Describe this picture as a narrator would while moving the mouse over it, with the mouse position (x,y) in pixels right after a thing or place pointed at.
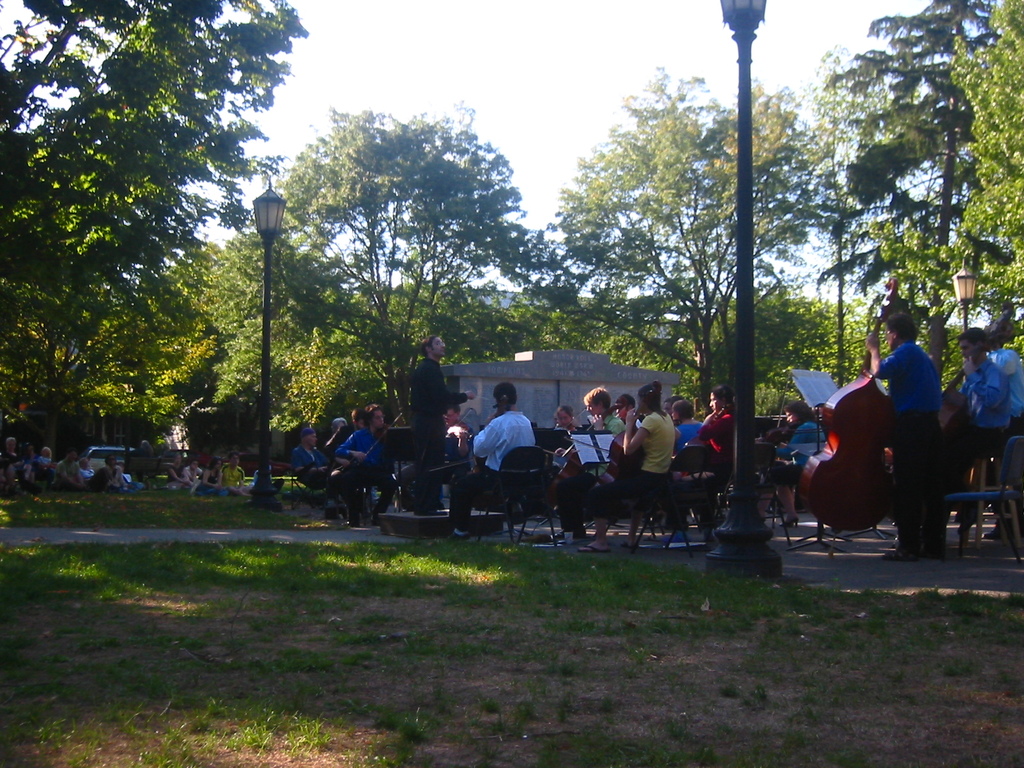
In this image I see number of people (724,408) in which most of them are sitting on chairs (697,457) and rest of them are standing and I can also see most of them are holding musical instruments (869,394) in their hands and I see the grass (37,497) and the light poles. In the background (304,346) I see the trees (631,256) and the sky (578,113) and I see a building (586,374) over here.
